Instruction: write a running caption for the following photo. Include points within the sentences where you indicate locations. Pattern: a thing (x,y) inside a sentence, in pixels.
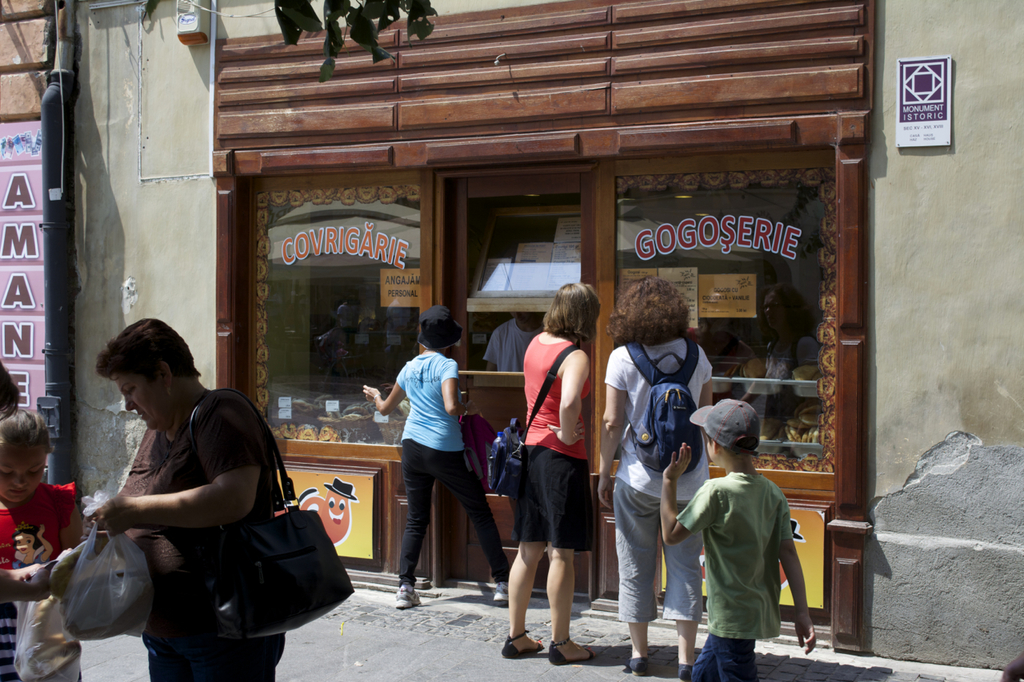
In this image we can see there are a few people (630,467) standing in front of the stall (473,304). On the left side (86,522) there is a lady (116,524) standing and holding a handbag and a cover (107,544), in front of her there are two kids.
